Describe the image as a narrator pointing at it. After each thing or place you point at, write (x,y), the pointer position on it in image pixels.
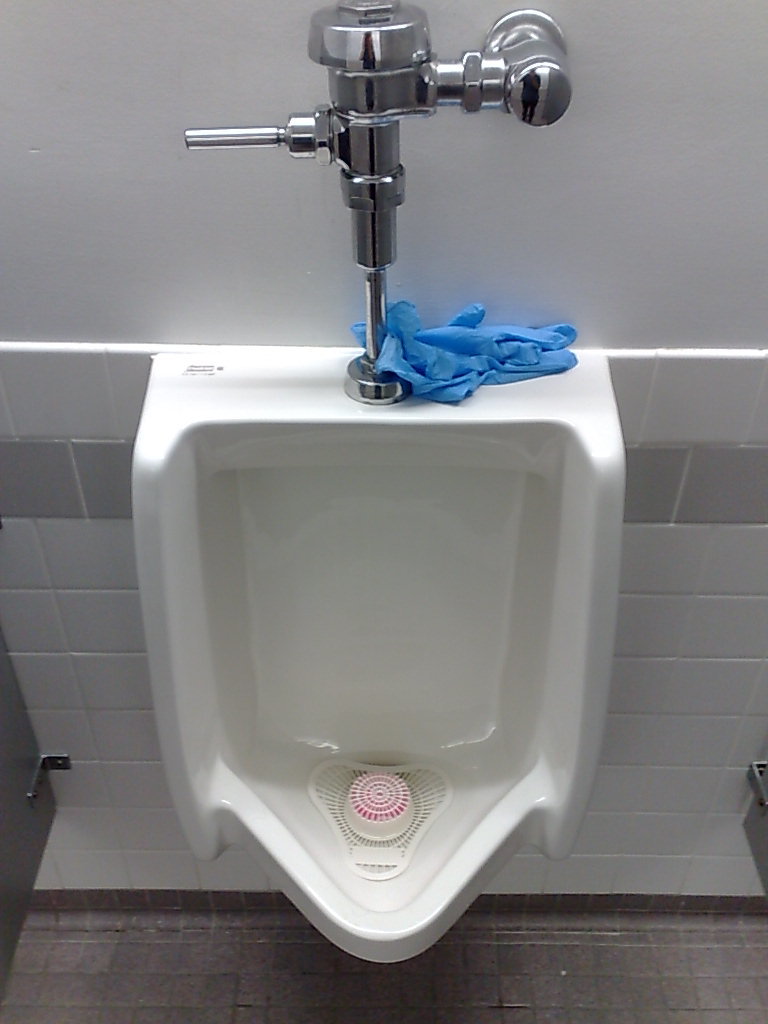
In the picture I can see a urinal (318,579) in the middle of the image (508,429) and I can see the stainless steel water supply arrangement (478,56) on the wall (480,300).
